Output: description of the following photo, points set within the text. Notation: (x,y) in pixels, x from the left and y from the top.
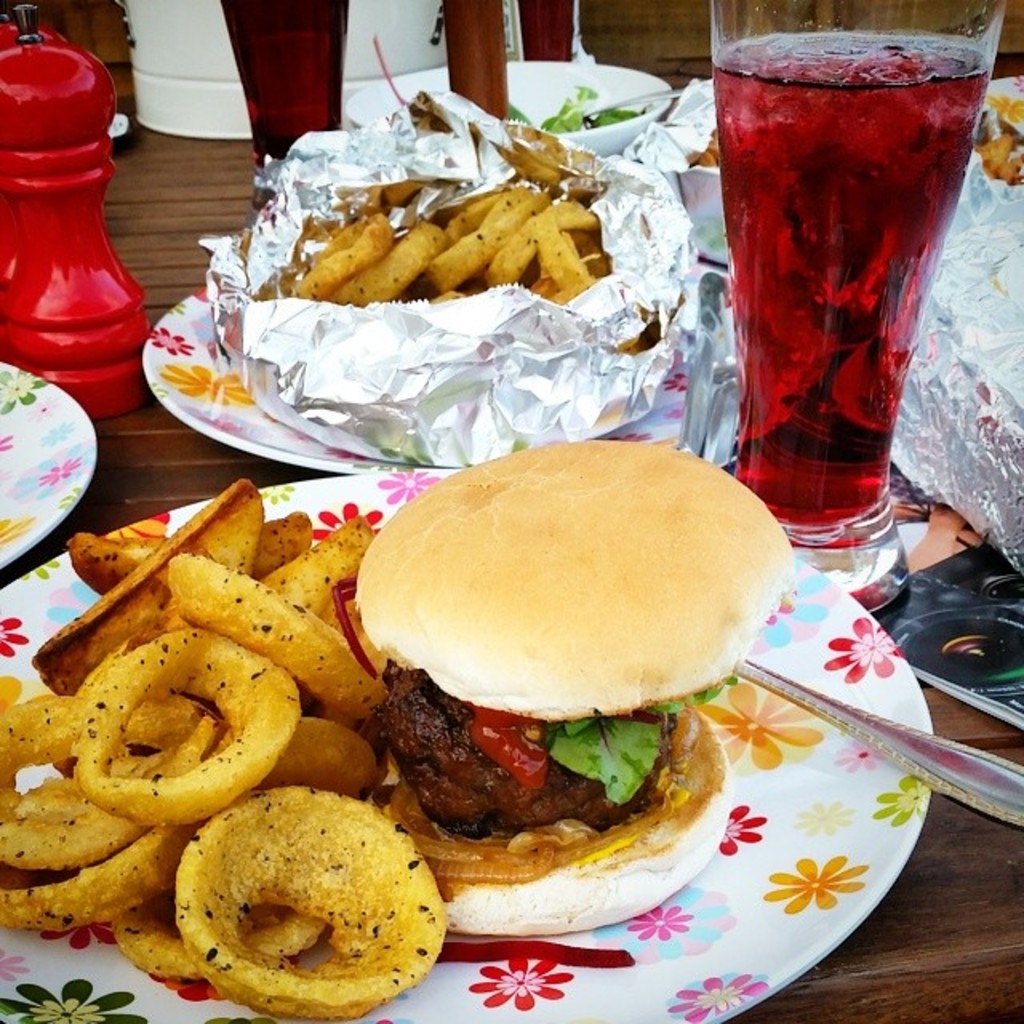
In this image I can see glasses (810,484), bottles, plates (326,478), vessels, spoons (914,738) and food items (447,690) may be on the table (964,732). This image is taken may be during a day.
